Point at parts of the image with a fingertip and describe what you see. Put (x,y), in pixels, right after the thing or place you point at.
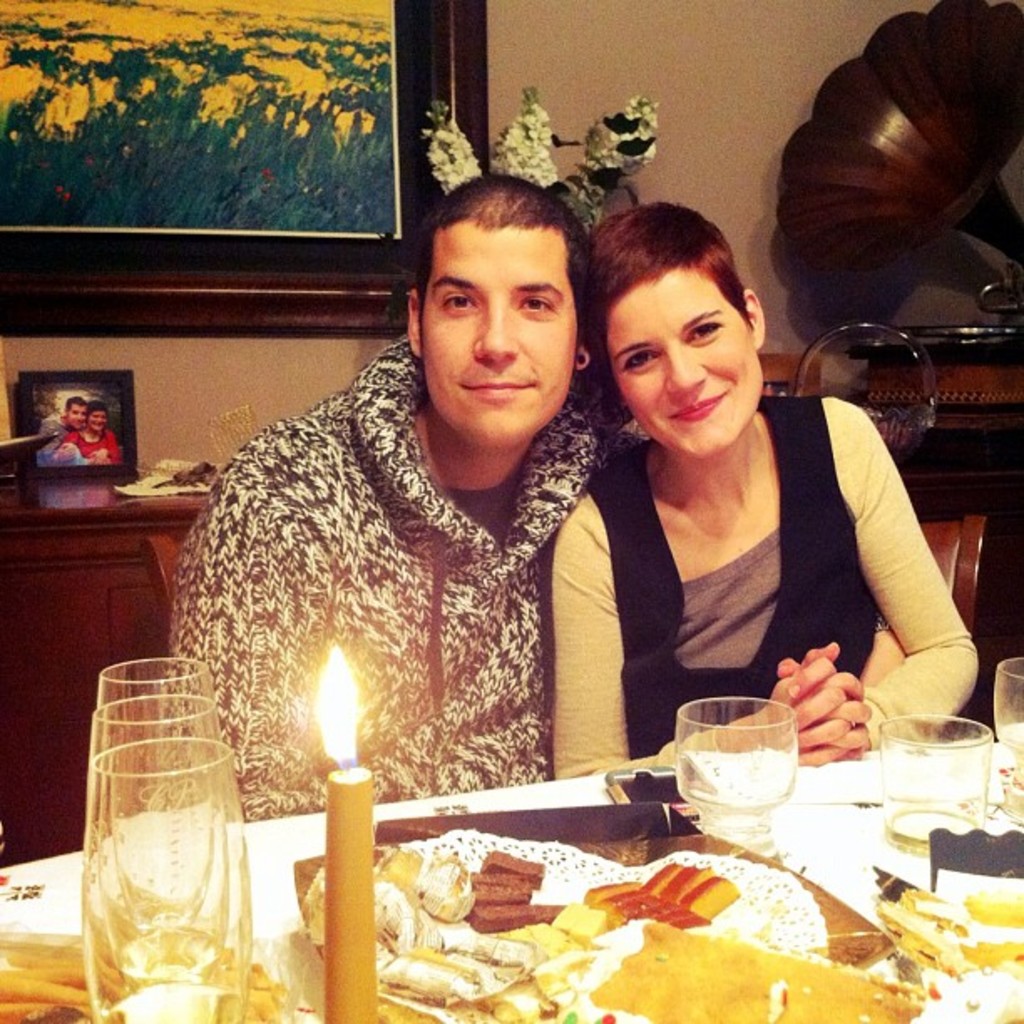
In the picture we can see a man (217,563) and a woman (674,504) sitting on the chairs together and smiling and near them, we can see a table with some food items (397,966) on it and besides it, we can see some glasses (225,1000) and a candle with fire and behind them we can see a wall (232,379) with a photo frame (223,73) and beside it we can see a music machine (974,410).
